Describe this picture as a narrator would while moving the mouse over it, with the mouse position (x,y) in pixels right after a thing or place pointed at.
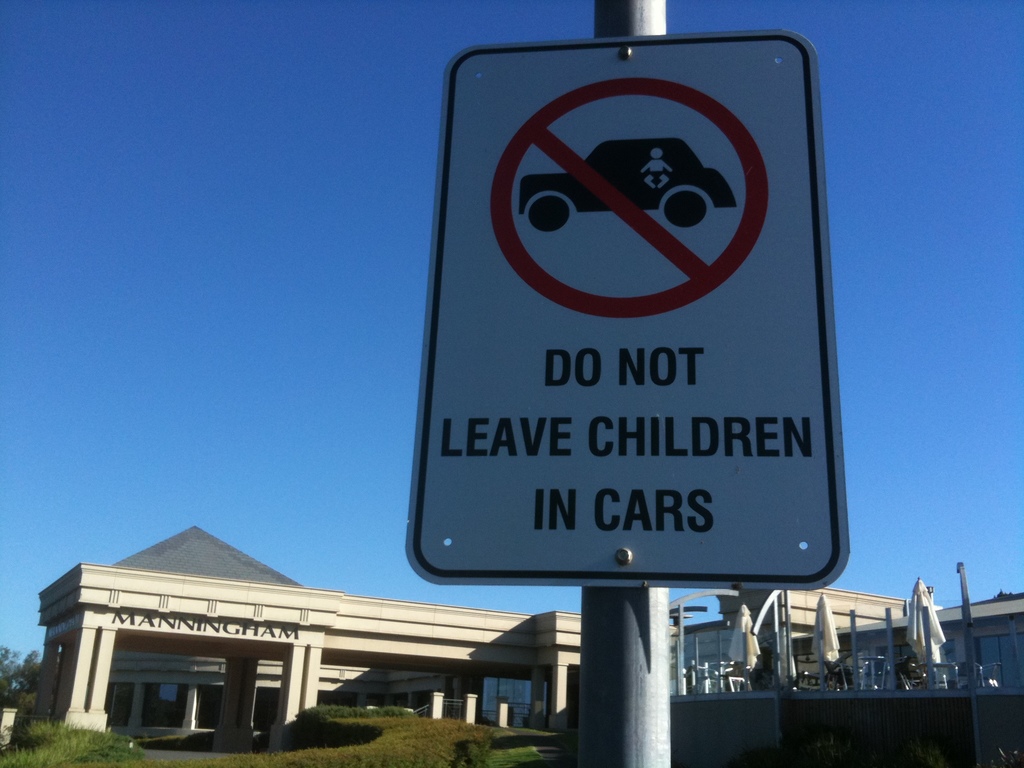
In this image we can see the building (535,616), poles (777,624), closed umbrellas (834,647), plants (482,741) and also the grass (493,742). We can also see the tree (21,666) in the background (20,695). We can see the sign board (697,399). Sky (298,125) is also visible in this image.
